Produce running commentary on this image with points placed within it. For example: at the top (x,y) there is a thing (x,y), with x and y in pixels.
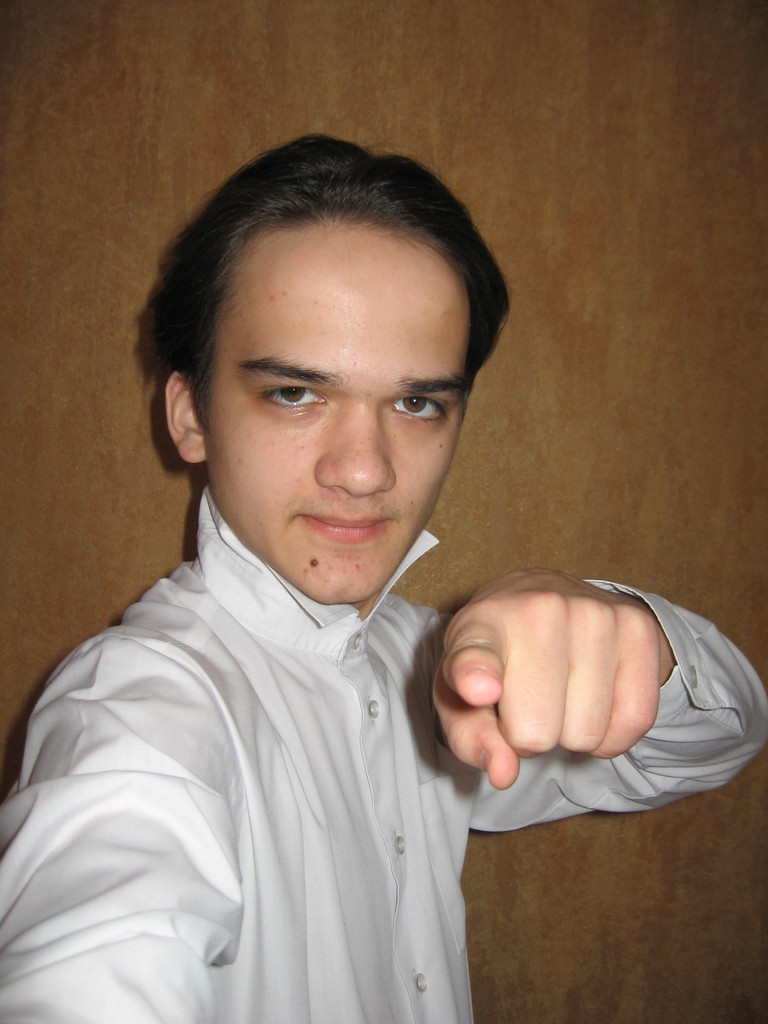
In this image we can see a man (251,719) who is wearing white color shirt (296,822). Behind brown color wall (113,334) is there.
